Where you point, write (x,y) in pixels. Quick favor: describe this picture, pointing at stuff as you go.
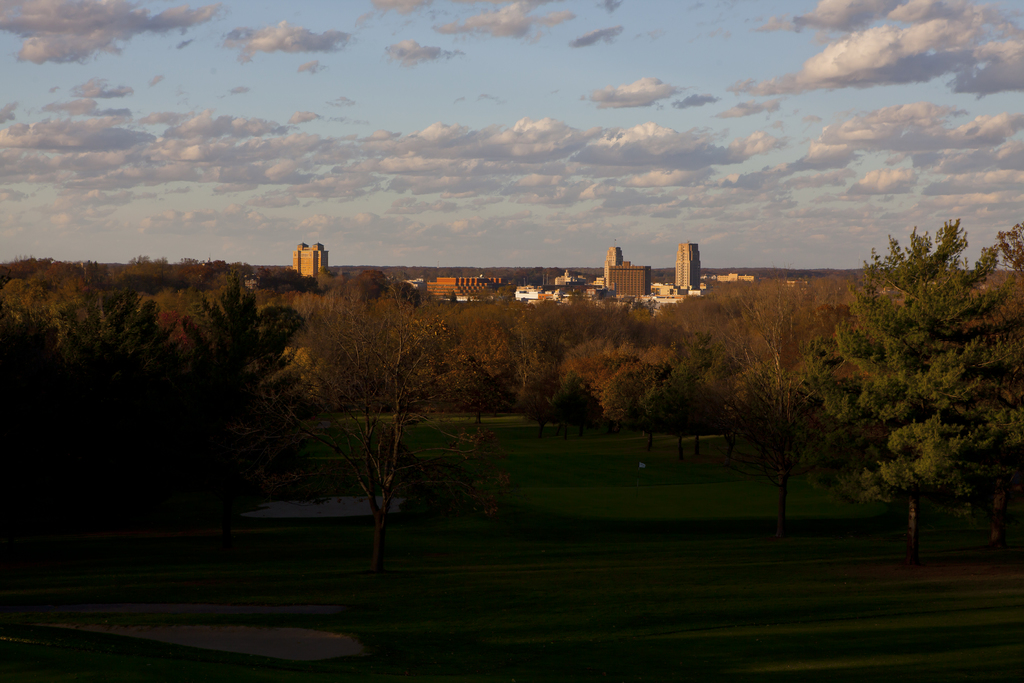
In this image I can see trees (688,419), grass (575,436), buildings (536,299) and the sky (581,241). This image is taken may be near the golf course (467,592).
